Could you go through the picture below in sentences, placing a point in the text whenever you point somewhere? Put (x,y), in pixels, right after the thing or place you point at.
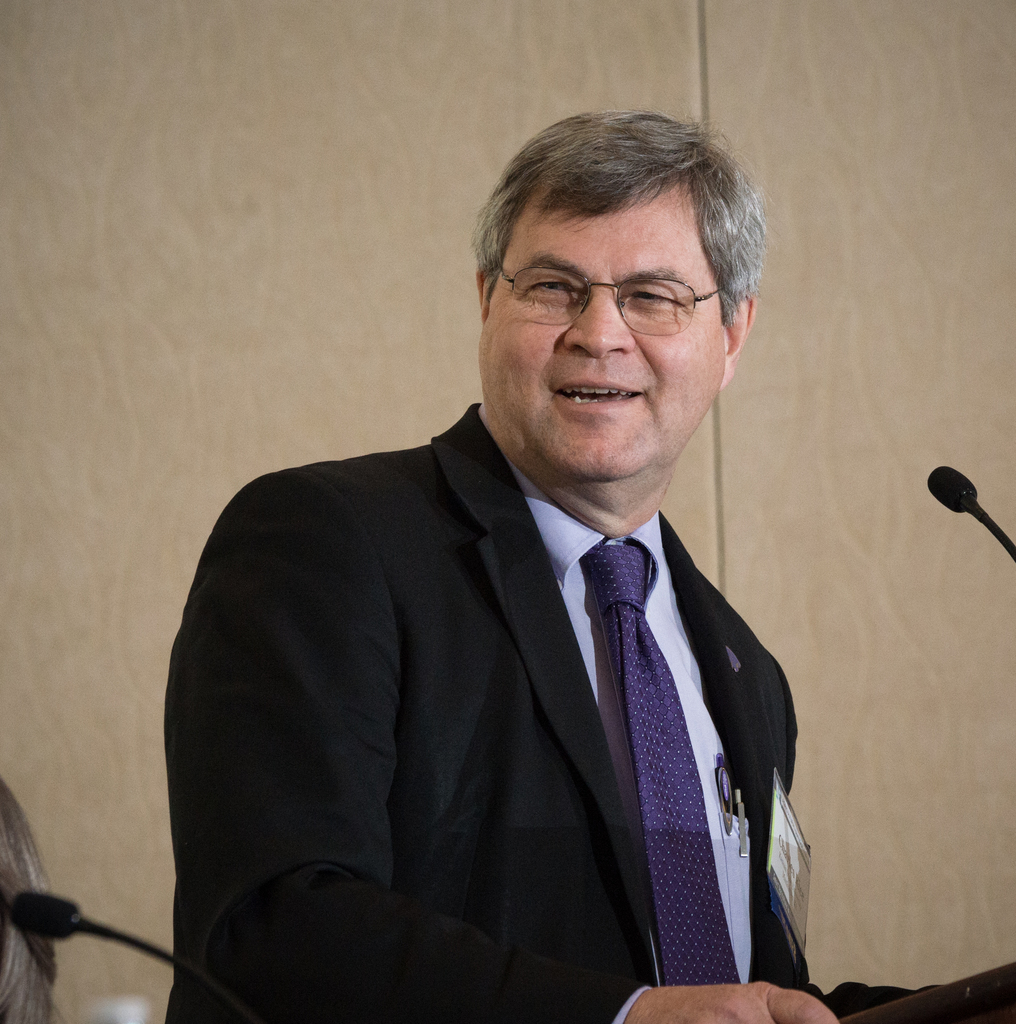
In this image I can see a person (657,305) standing wearing black blazer (335,575), purple tie (658,753). I can see a microphone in front of him, background wall (250,157) is in cream color.
